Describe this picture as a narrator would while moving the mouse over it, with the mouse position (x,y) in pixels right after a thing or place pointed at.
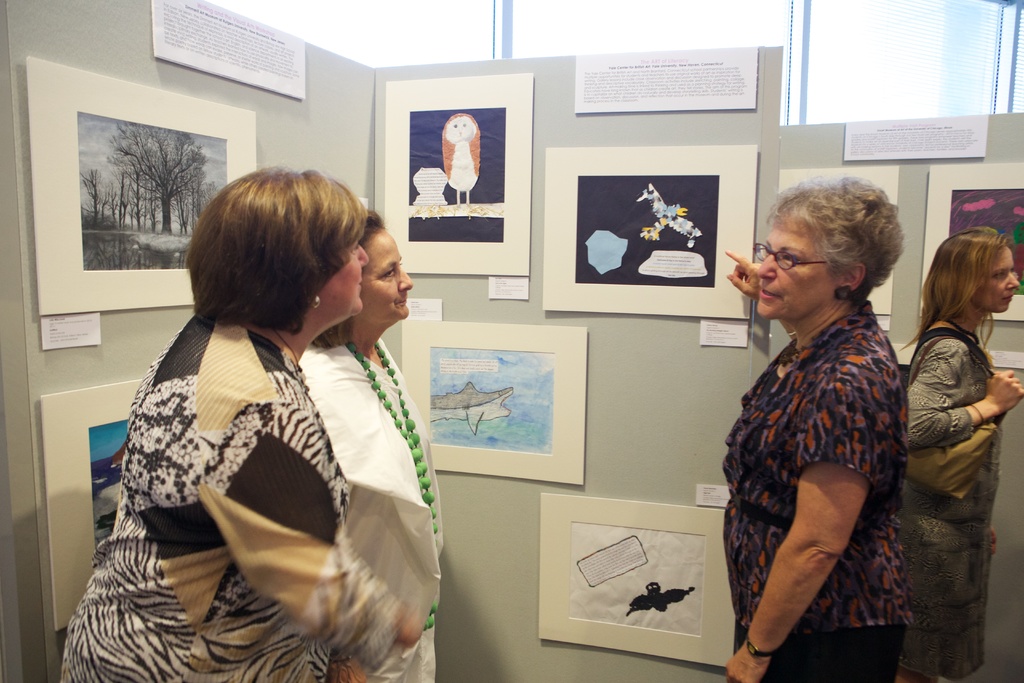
In this image, there are a few people (756,496). We can see the walls (515,305) with some posters (567,419) and boards (704,73) with text (662,91) and images (685,177). We can see some glass (954,104).
